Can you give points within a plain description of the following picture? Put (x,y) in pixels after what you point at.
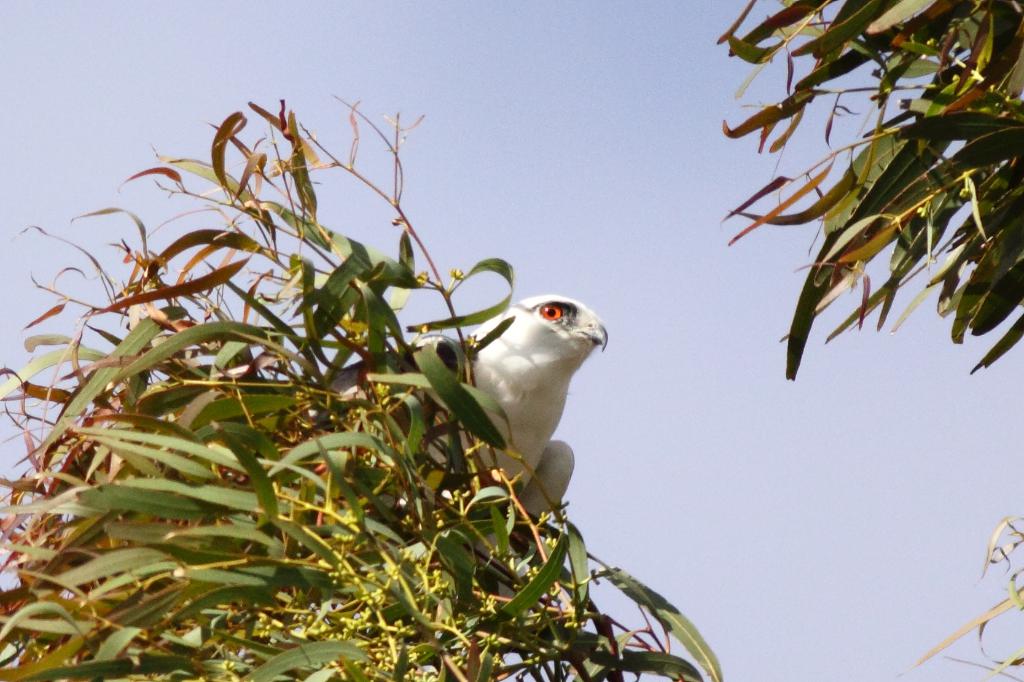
In this picture I can see there is a bird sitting on the branch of a tree (298,547) and there are few leaves (251,491) on left (338,544) and right side of the image (759,133) and in the sky (661,148) is clear.
